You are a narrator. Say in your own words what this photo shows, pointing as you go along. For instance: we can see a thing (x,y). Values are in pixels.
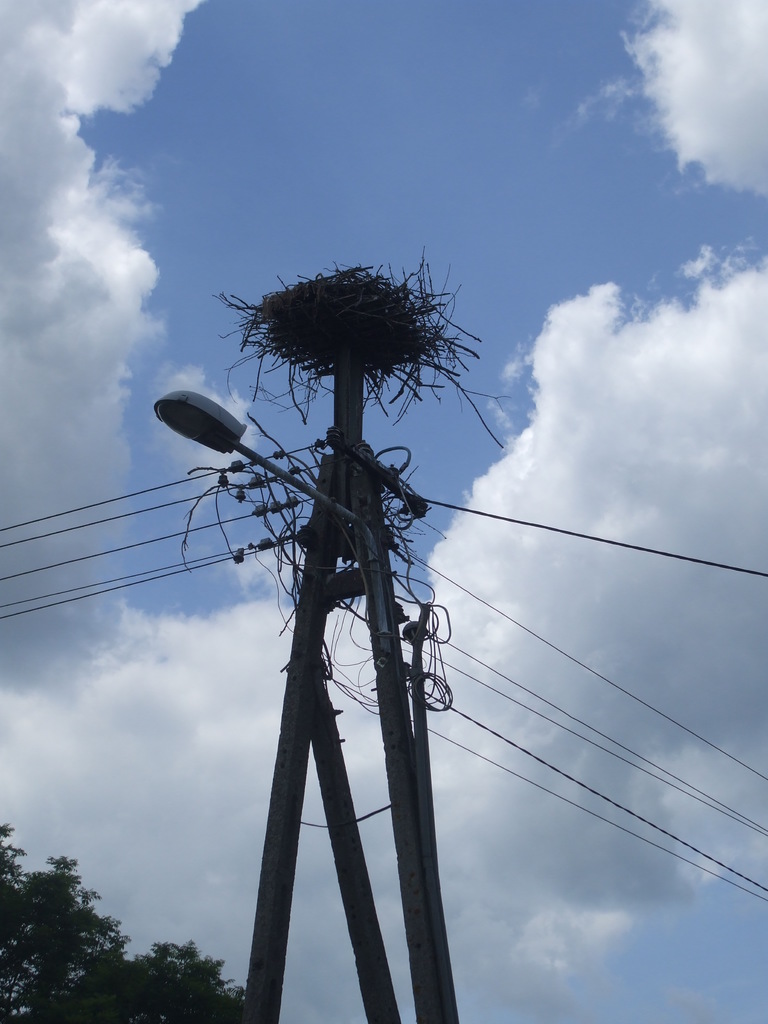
In the center of the image (270,466) we can see current pole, street light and wires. At the bottom left corner (169,999) there is a tree (100,971). In the background (152,159) we can see sky (383,178) and clouds (687,331).
